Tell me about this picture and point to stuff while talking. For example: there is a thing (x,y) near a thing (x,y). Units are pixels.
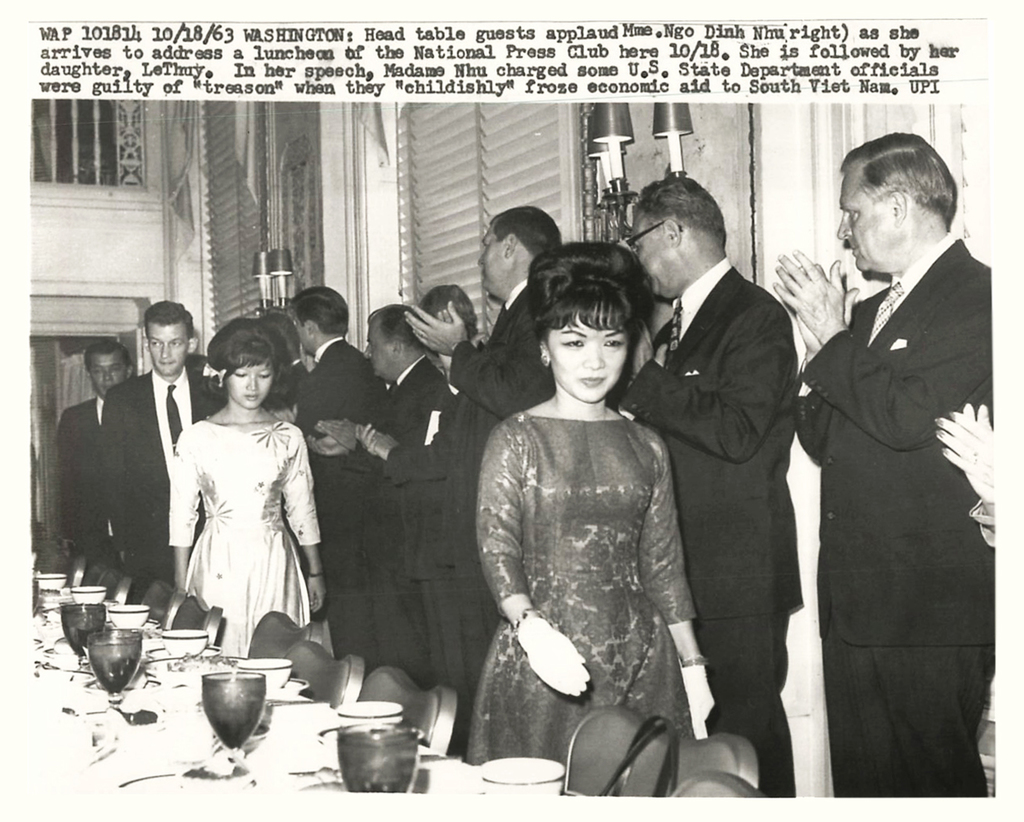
In this black and white image there are a few people (337,355) standing and clapping, there are another a few people (201,418) walking, beside them there is a huge table (170,715) with chairs (608,773). On the table (240,665) there are glasses (207,694), bowls (135,626), plates (201,654) and some food items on it.
